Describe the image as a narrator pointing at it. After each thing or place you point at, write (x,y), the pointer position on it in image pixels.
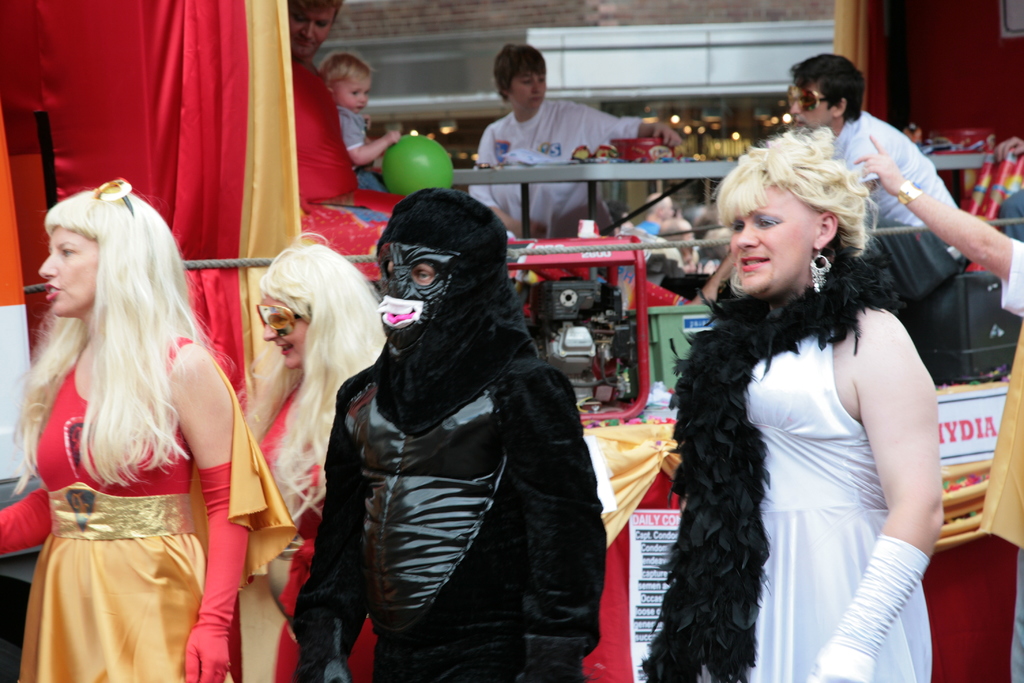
In this image there are four persons (565,574) in fancy dresses (561,594) are standing, and in the background (570,268) there are clothes (10,69), group of people (490,202) sitting, table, and some objects (600,263).
